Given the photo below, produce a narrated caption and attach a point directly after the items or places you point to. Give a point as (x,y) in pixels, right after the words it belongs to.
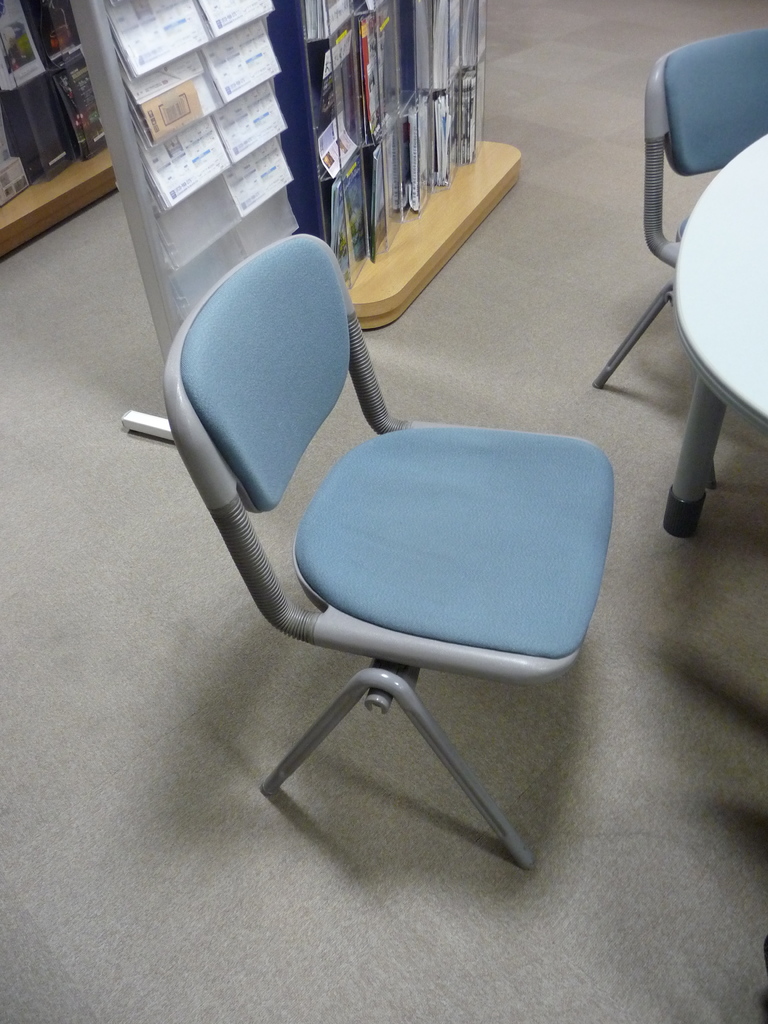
In the picture we can see two chairs (692,164), table (751,325), there are some books (208,117) which are arranged in the shelves (93,3), there are some other objects (43,157) attached to the wooden surface (65,183).
